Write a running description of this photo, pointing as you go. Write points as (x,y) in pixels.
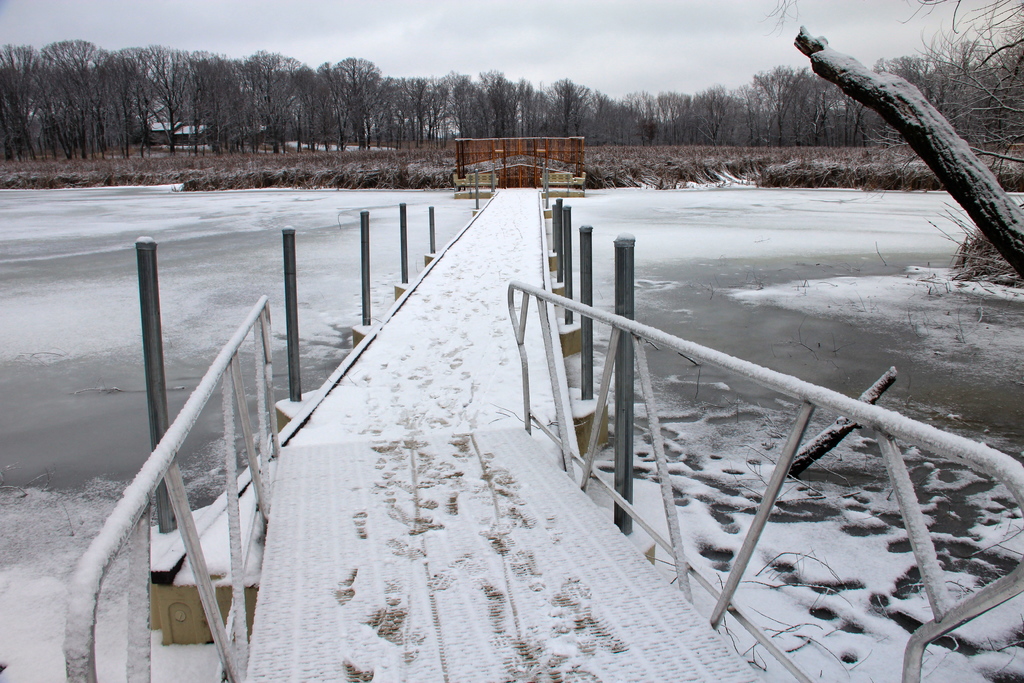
In this image there is a bridge (508,365) on a lake (754,206), the lake (305,249) is covered with snow (809,233), in the background (504,97) there are trees (555,93) and a sky (644,67).
